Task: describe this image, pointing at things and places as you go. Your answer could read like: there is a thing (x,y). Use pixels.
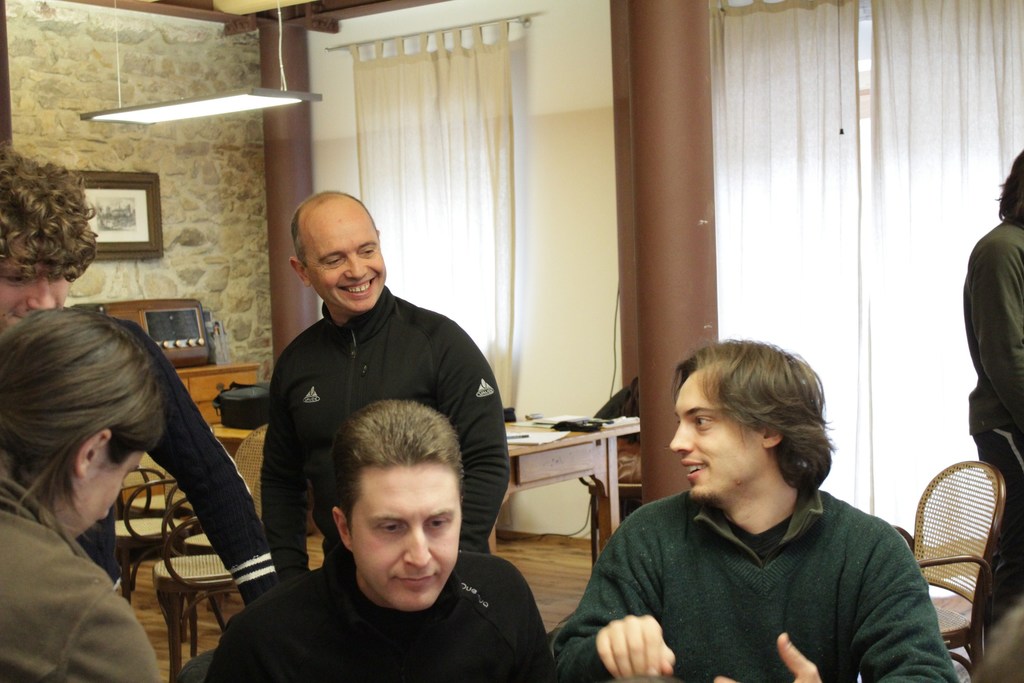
As we can see in the image there are few people (438,467) here and there, chairs (976,616), table (615,499), radio (182,333), photo frame (142,216), light (134,118), wall (538,135) and curtains (464,152). On table (572,450) there is a bag (253,398).
